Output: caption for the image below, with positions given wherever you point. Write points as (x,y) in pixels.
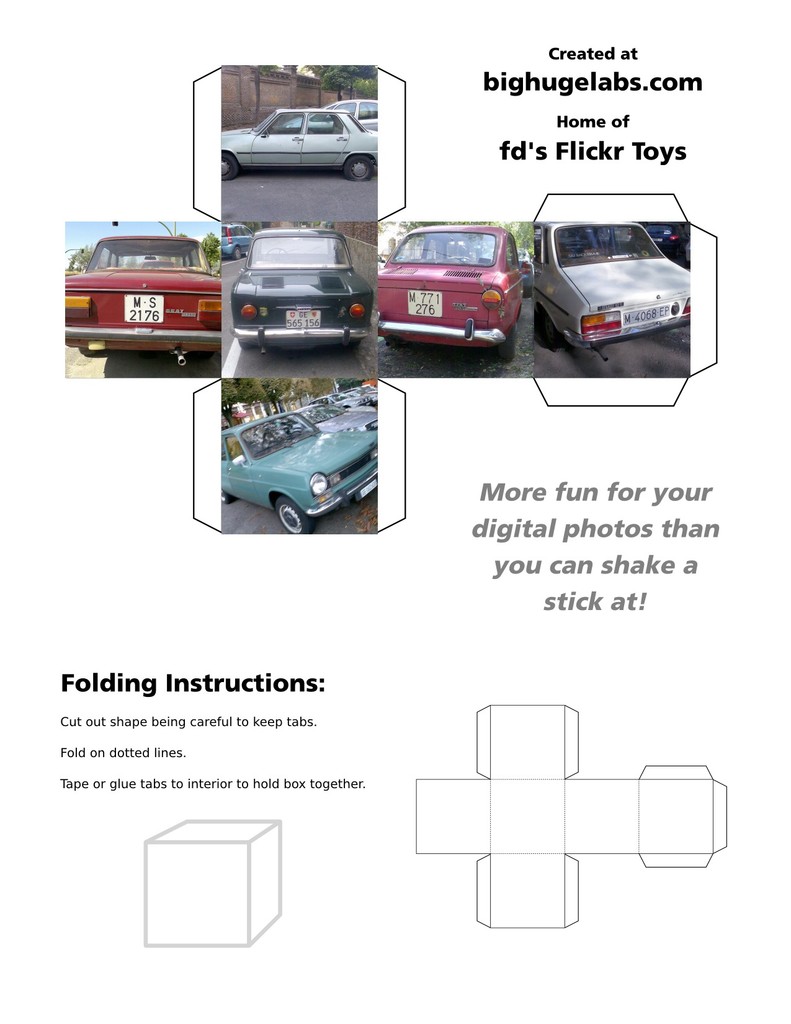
This is a presentation and here we can see vehicles (355,312) on the road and we can see some text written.
